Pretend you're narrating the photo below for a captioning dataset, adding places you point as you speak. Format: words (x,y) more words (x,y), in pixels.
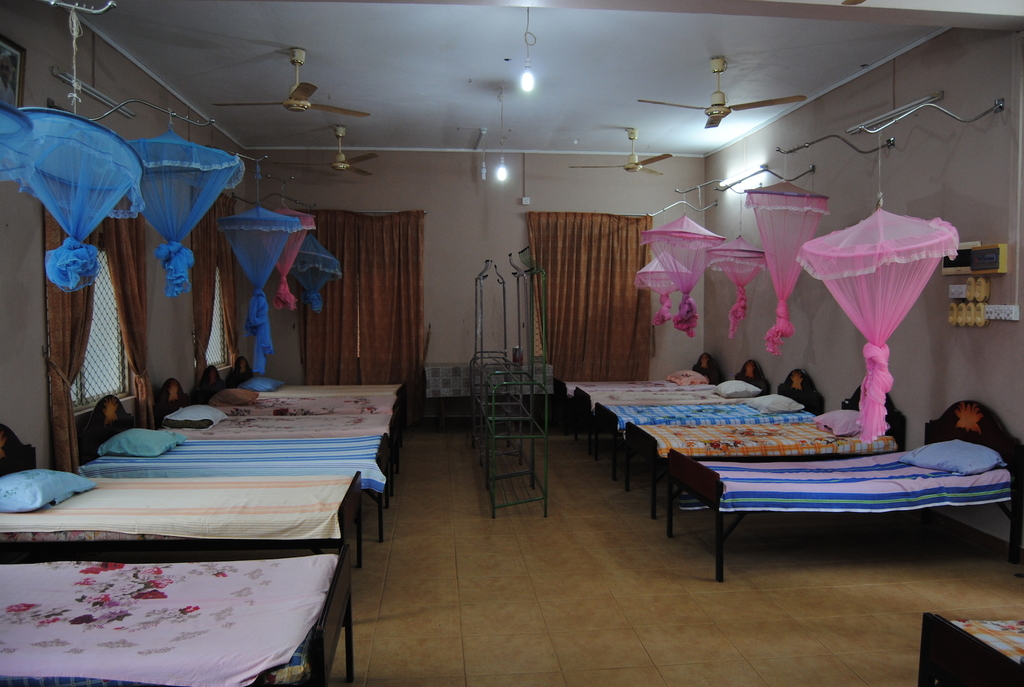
This image is clicked inside a room (559,617). There are many beds (99,612) in the room (731,418). Behind the beds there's a wall (12,309). There are curtains (70,342) to the wall (933,364). To the right (978,309) there are switch boards (978,291) on the wall (979,206). There are fans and lights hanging to the ceiling (621,97).
